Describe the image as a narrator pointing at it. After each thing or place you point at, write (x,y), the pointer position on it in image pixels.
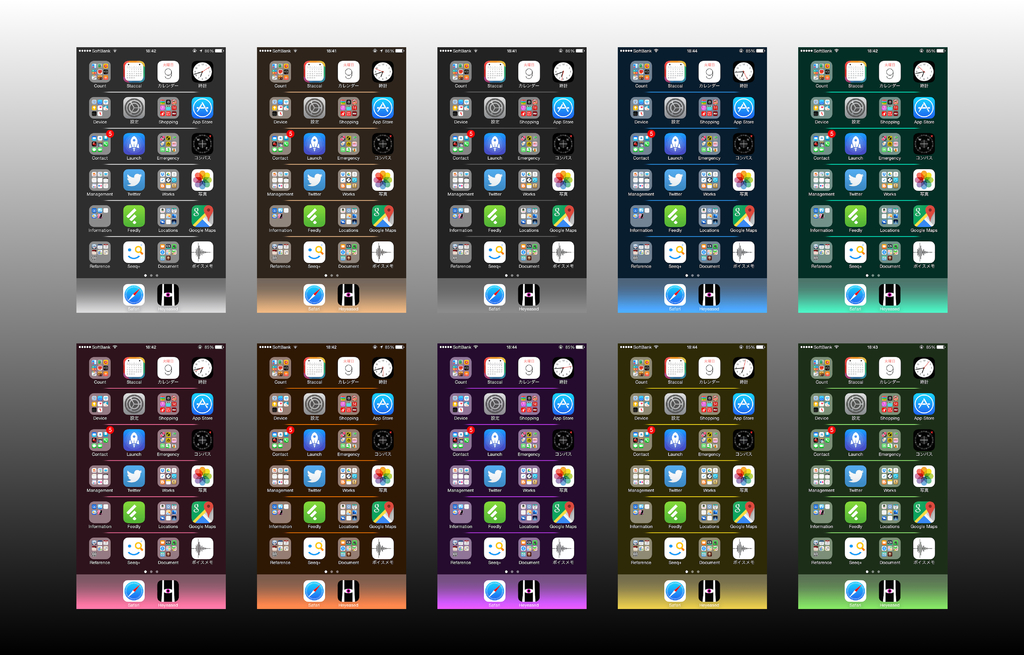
In the picture we can see ten mobile screens (676,608) with icons (886,510) and with different color of the screens (834,539).
